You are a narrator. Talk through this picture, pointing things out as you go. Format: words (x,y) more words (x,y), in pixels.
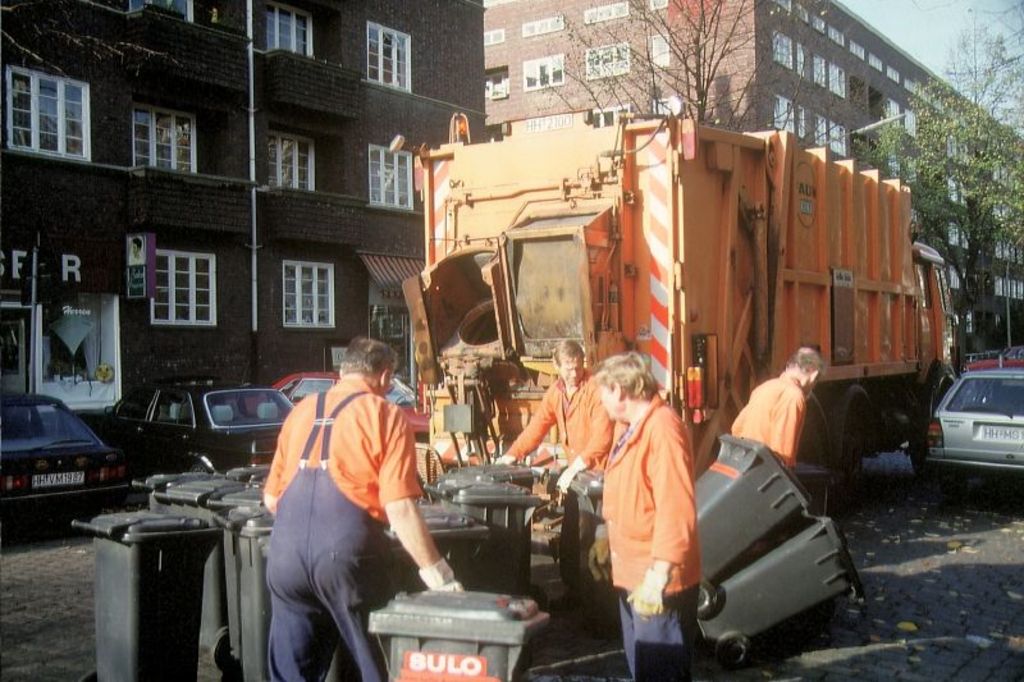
In the foreground of the picture (654,614) I can see a few men (408,435) standing on the road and they are holding the garbage boxes (499,485). I can see the cars (158,385) parked on the side of the road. I can see the dump yard vehicle (834,275) on the road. I can see the buildings (508,49) and glass windows (288,163). There are trees (936,107) on the side of the road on the top right side (975,139).
